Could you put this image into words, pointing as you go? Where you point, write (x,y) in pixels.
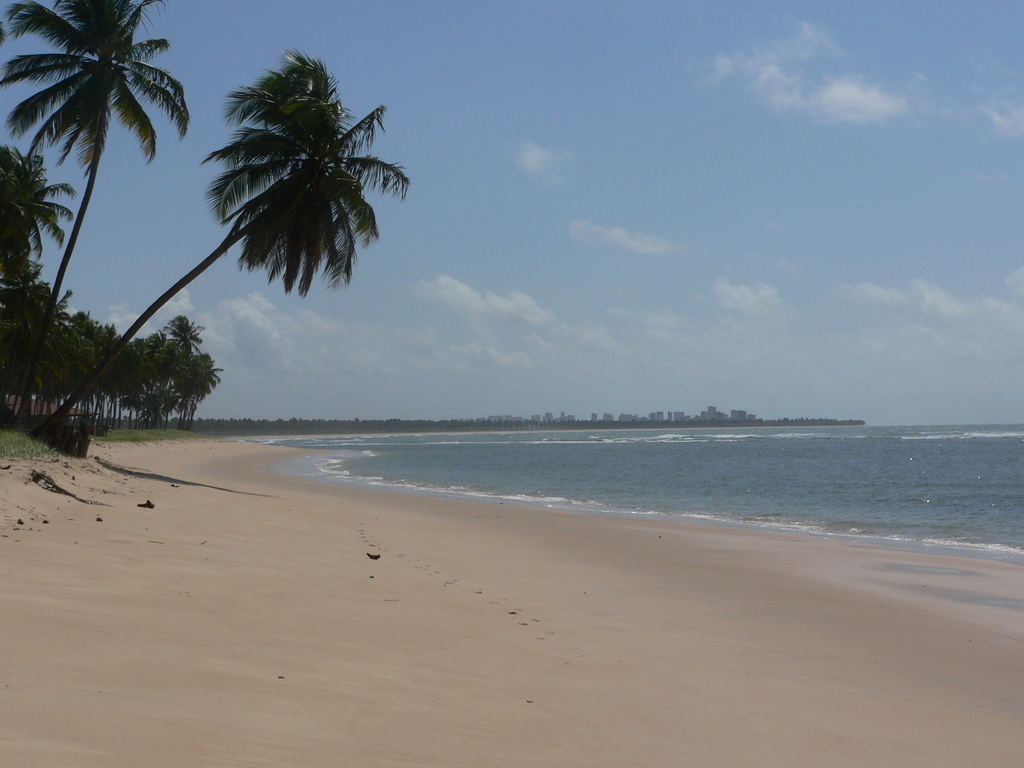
In this image I can see the water (618,436), few trees (197,393) in green color. In the background (681,388) I can see few buildings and the sky (711,217) is in blue and white color.
